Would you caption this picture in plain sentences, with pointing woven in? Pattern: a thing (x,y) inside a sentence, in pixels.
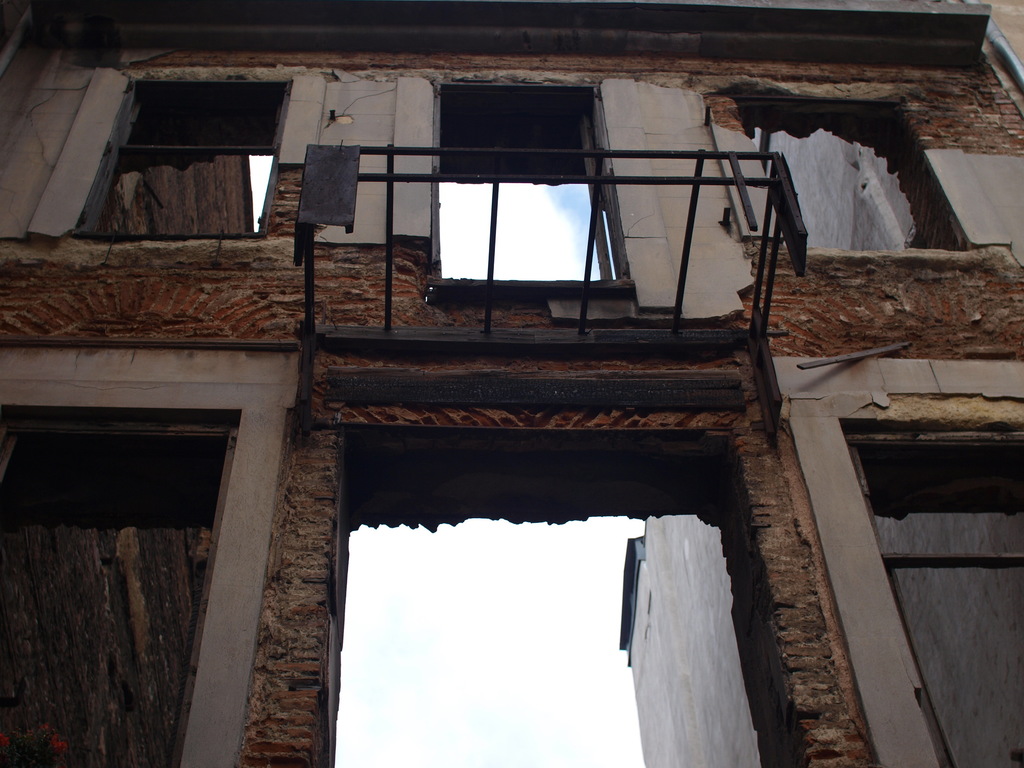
This picture is taken in the lower angle where I can see the building (454,416), the wall (249,713) and I can see the sky (450,595) in the background (450,595).
